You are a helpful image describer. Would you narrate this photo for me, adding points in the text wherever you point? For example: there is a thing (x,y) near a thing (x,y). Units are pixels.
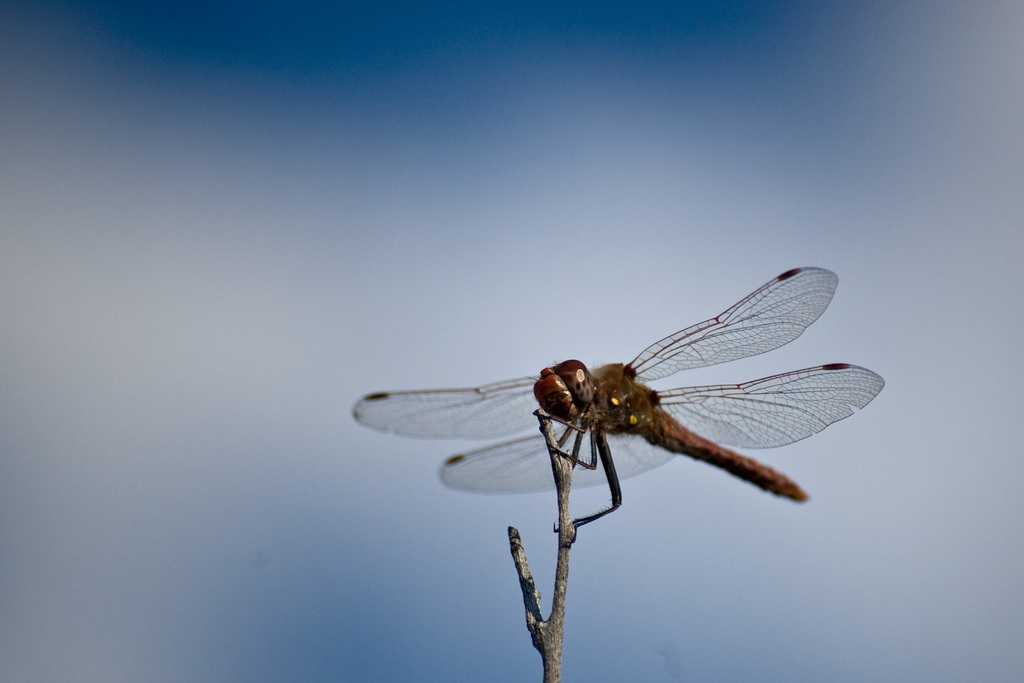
On the right side (749,427), there is an insect (764,430) having wings (730,359) and legs (593,413) and standing on a branch (568,559) of a tree (543,637). And the background (332,19) is blue in color.
